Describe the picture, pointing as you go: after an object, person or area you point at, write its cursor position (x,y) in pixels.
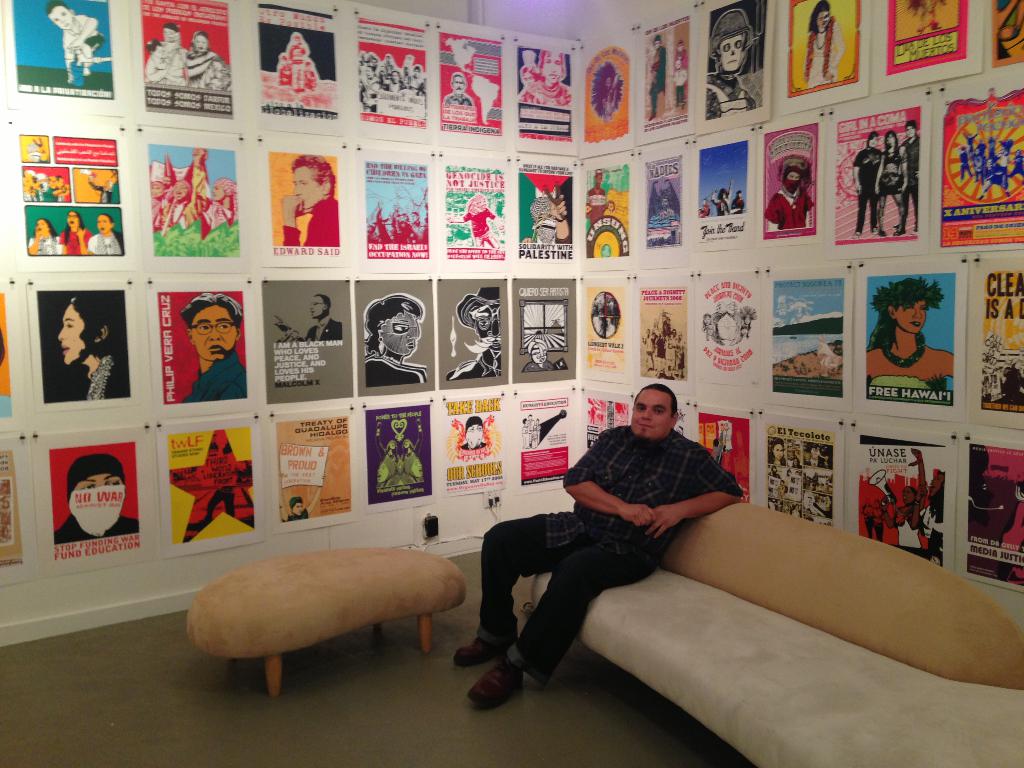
In this image there is a person (662,399) sitting on the sofa (727,651). Beside him there is a couch (332,632). At the bottom of the image (155,725) there is a floor (180,734). In the background of the image (539,195) there is a wall (407,144) with the posters (361,312) on it.
